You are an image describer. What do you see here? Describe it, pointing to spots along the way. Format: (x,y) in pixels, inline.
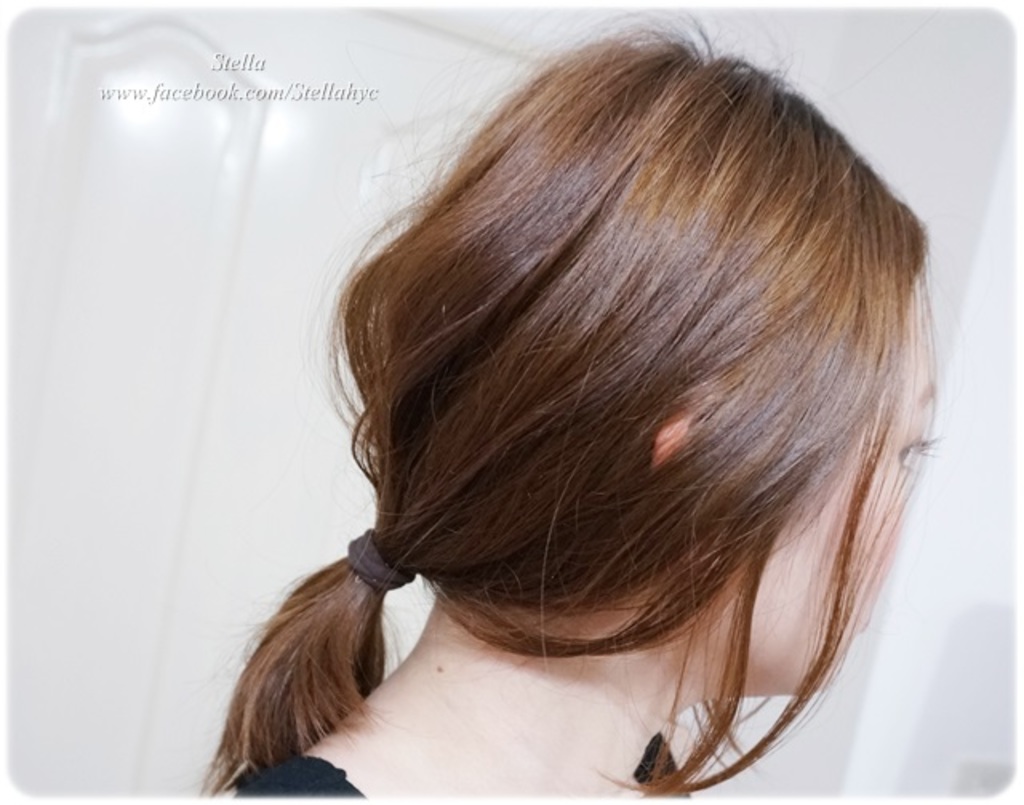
In this image there is a person (526,491), and there is a rubber band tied to her hair (389,511), and there is white color background (276,153) and a watermark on the image.
